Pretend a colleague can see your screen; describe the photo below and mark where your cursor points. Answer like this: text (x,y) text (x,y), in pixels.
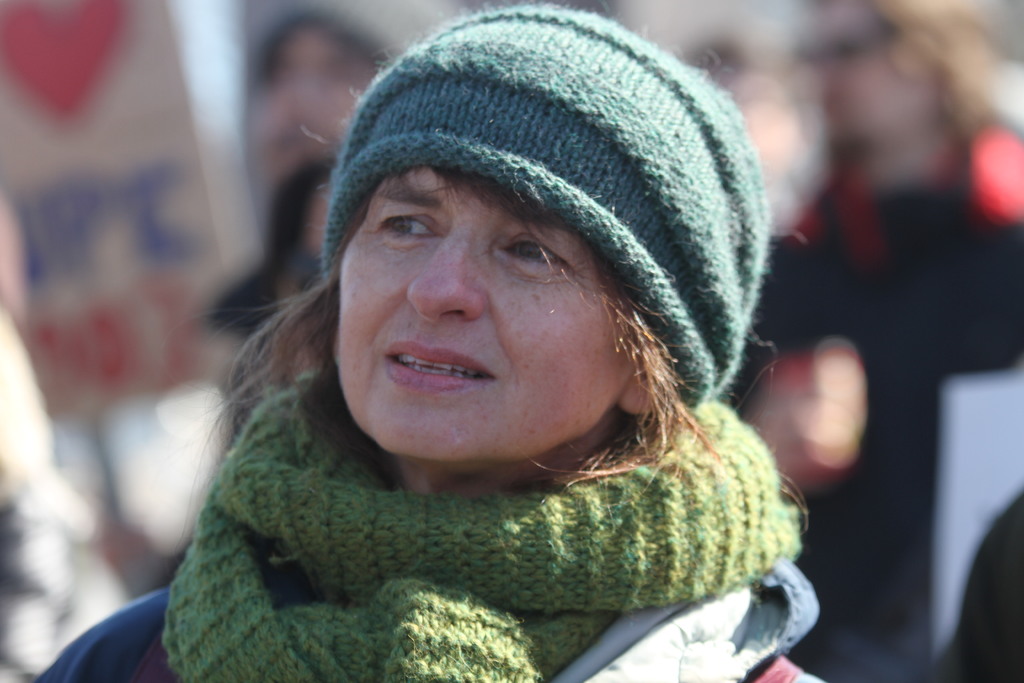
In this image I can see a woman (605,499) wearing green colored hat (627,168) and green colored scarf (467,564) and I can see the blurry background (819,405) in which I can see few people (908,323).
